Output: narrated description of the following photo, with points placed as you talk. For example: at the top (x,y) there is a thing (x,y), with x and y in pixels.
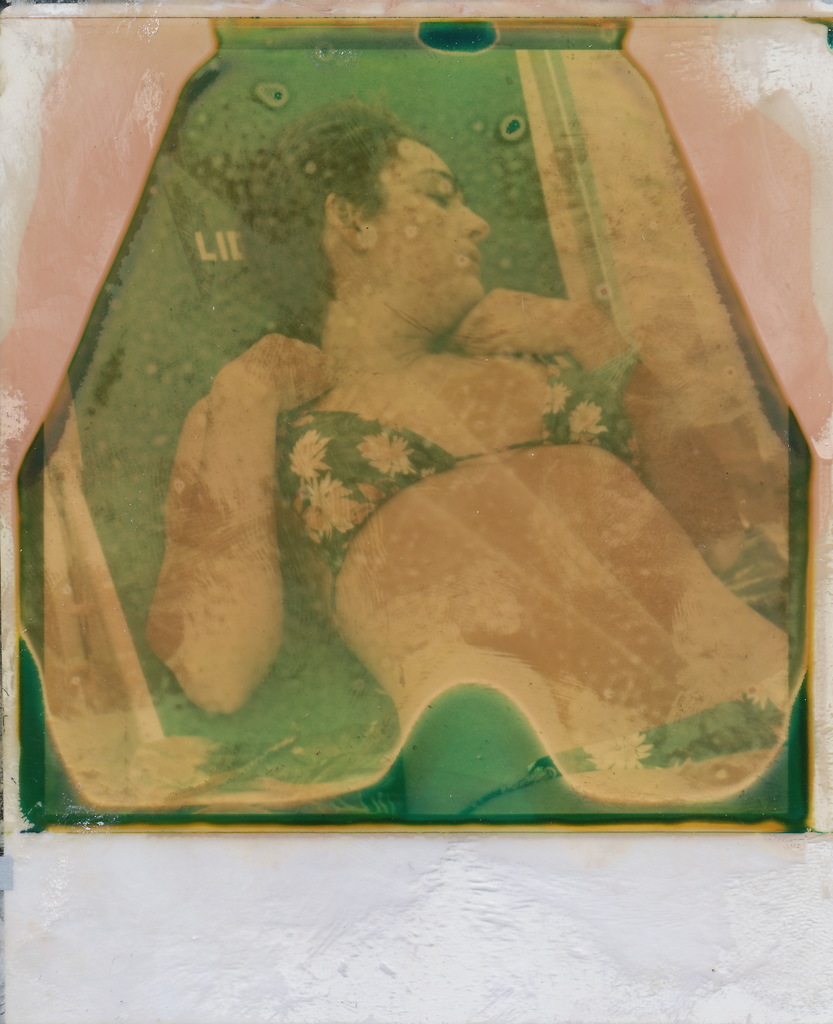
Here I can see a board (355,725) which is attached to the wall (170,919). On the board (295,690), I can see a woman (543,619) is lying. It seems like a painting (207,609).
